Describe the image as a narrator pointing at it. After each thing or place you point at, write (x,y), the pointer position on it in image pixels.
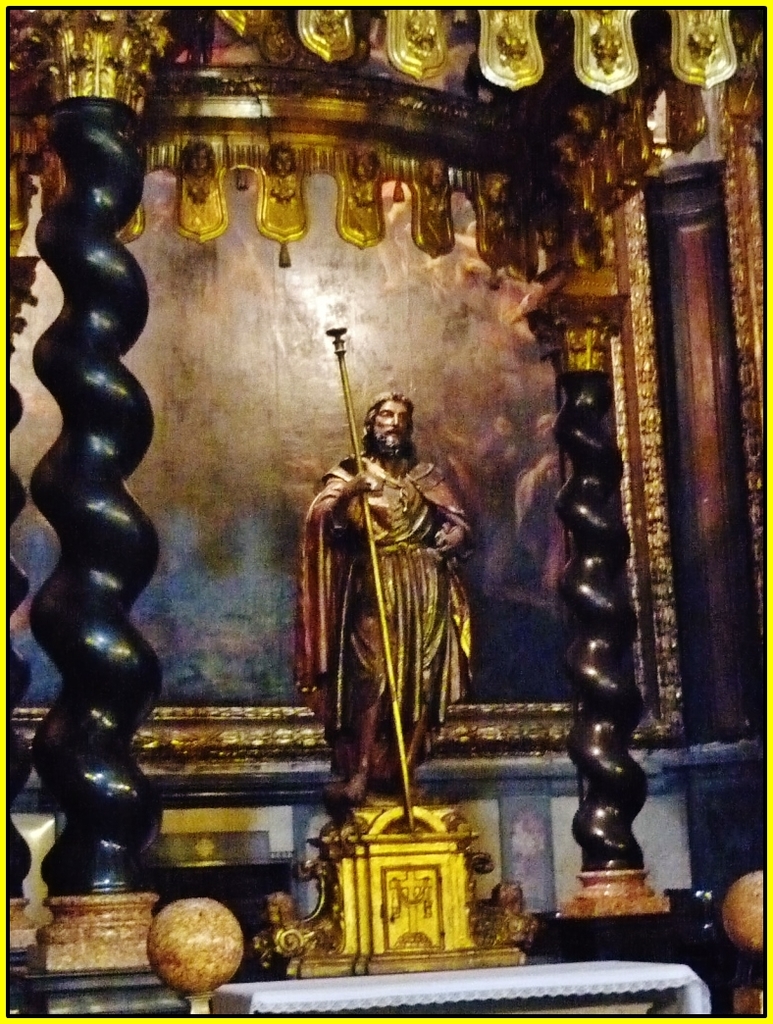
In this image we can see a statue (435,603). On the left side (66,253) and the right side of the image (663,447) there are pillars (81,870) and other objects (674,622). At the bottom of the image (399,928) there are some objects (311,996). At the top of the image (282,165) there are some decorative objects (677,32). In the background of the image (720,89) there is a wall (721,221).
